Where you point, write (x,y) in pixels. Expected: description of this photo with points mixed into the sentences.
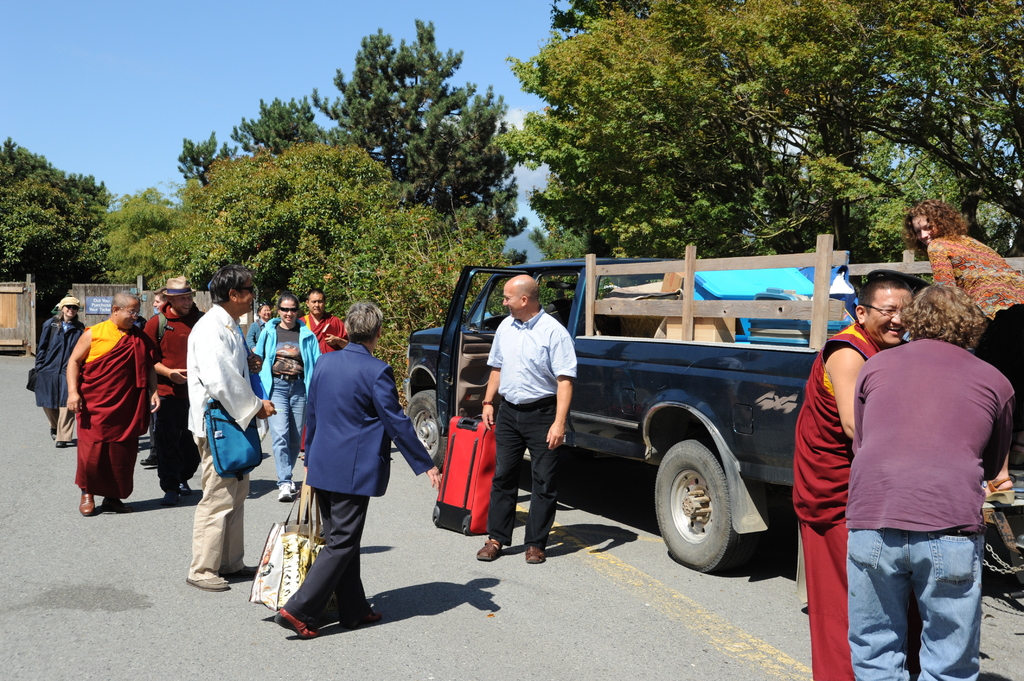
In this picture there are group of persons (967,497) where few among them are carrying bags (255,383) and there is a vehicle (663,357) in the right corner (726,346) which has few objects (766,300) in it and there are trees (427,153) and a wooden gate (87,295) in the background (478,176).
